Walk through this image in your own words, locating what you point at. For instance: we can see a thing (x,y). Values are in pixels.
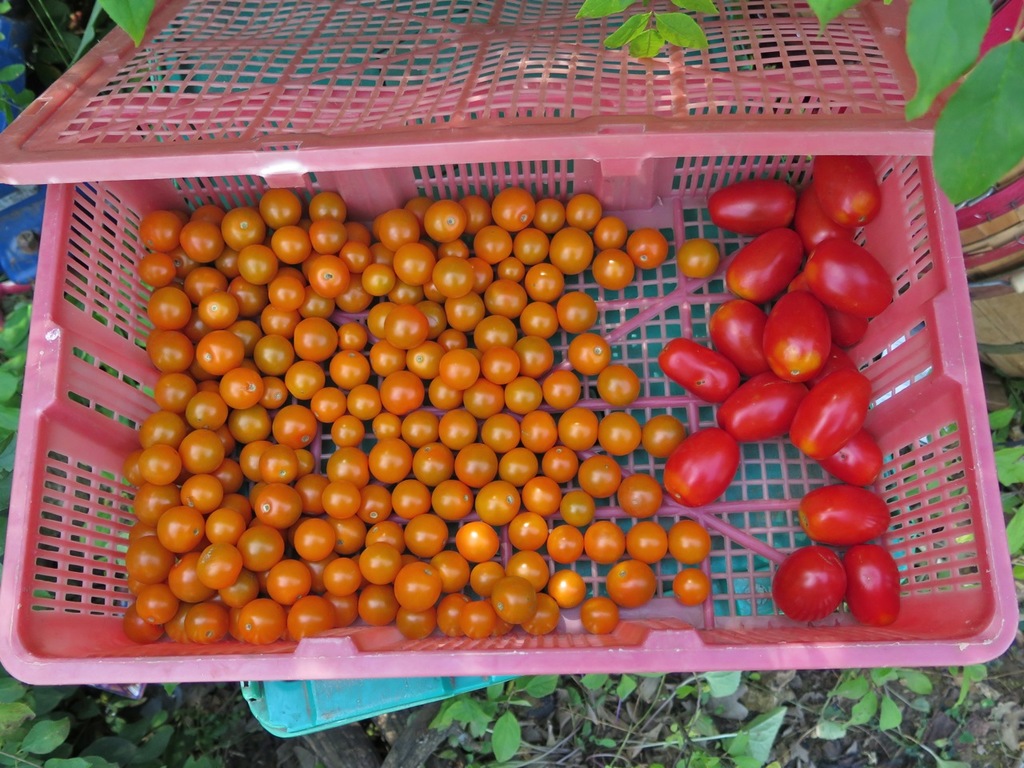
In this image we can see a basket (410,199) with some tomatoes (438,254), there are plants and some other objects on the ground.
